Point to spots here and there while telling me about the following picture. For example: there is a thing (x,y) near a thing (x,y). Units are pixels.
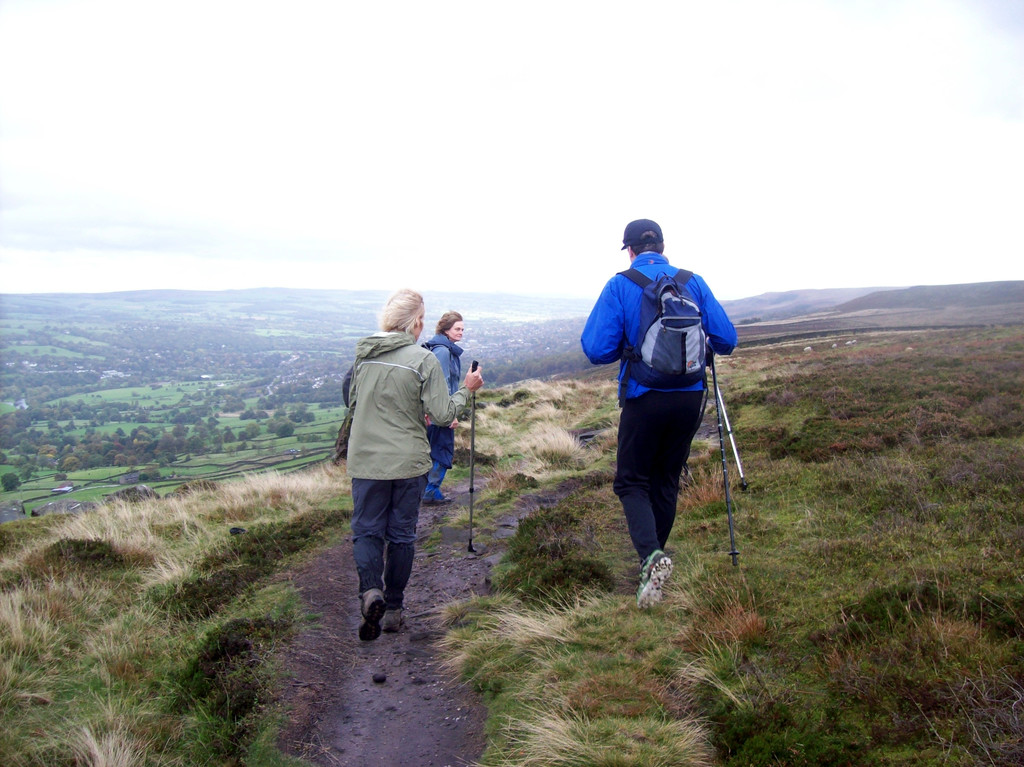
In the picture I can see people (392,494) are walking on the ground (489,477). These people (406,440) are holding sticks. In the background (343,365) I can see trees (297,348), the grass (548,454), plants (573,549), mountains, the sky (339,167) and some other objects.
